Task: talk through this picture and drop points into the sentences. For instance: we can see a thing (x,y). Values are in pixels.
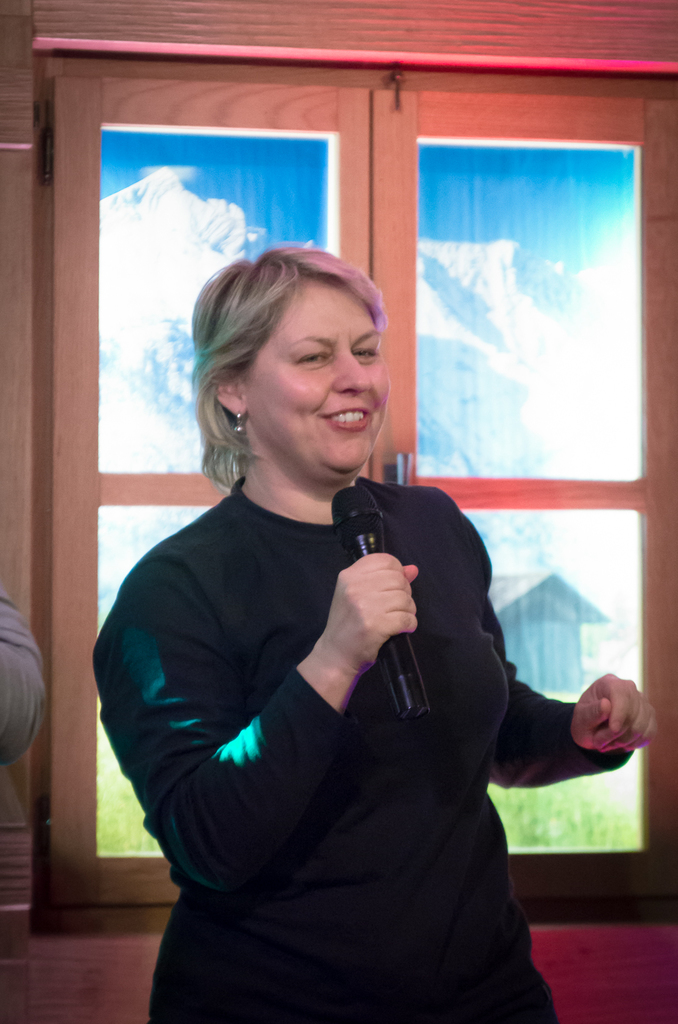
In the image there is a woman (311,754) holding a microphone (360,531) and she is also having smile on her face (336,456). In background (192,214) there is a window (619,367) which is closed and we can also see a house (540,639), mountains (446,294) and sky (437,161) on top (475,197) at bottom (583,818) there is a grass (568,816).
